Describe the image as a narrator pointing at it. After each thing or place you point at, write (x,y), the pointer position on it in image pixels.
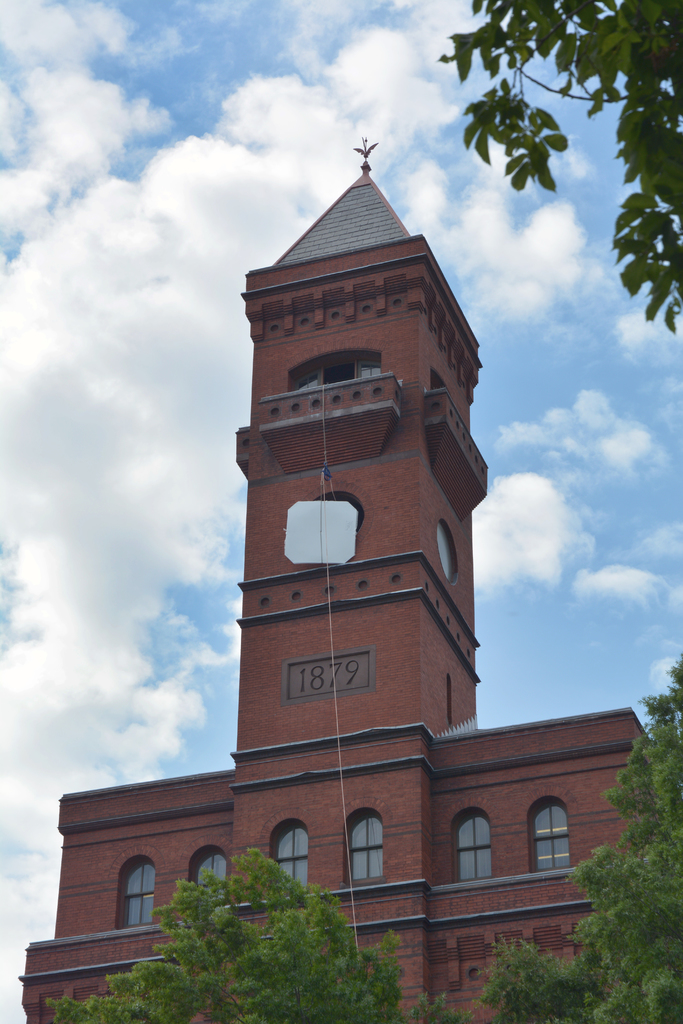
This image consists of a building (379,702) in brown color. At the bottom (204,975), there are trees (367,966). At the top (143,139), there are clouds (114,237) in the sky (107,218).
